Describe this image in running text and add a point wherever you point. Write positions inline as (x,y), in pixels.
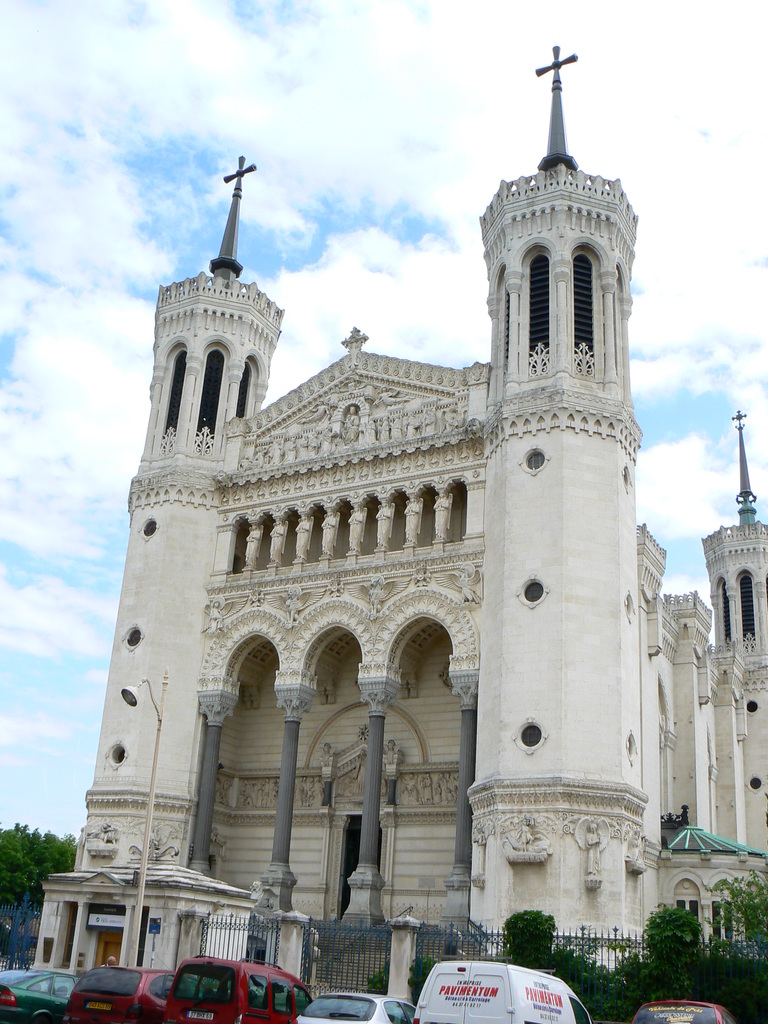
In this image we can see a few cars (58,1018) parked here, fence (558,962), trees (697,941), gate (10,951), stone building (402,841) and the sky (366,282) with clouds (366,282) in the background (397,157).
